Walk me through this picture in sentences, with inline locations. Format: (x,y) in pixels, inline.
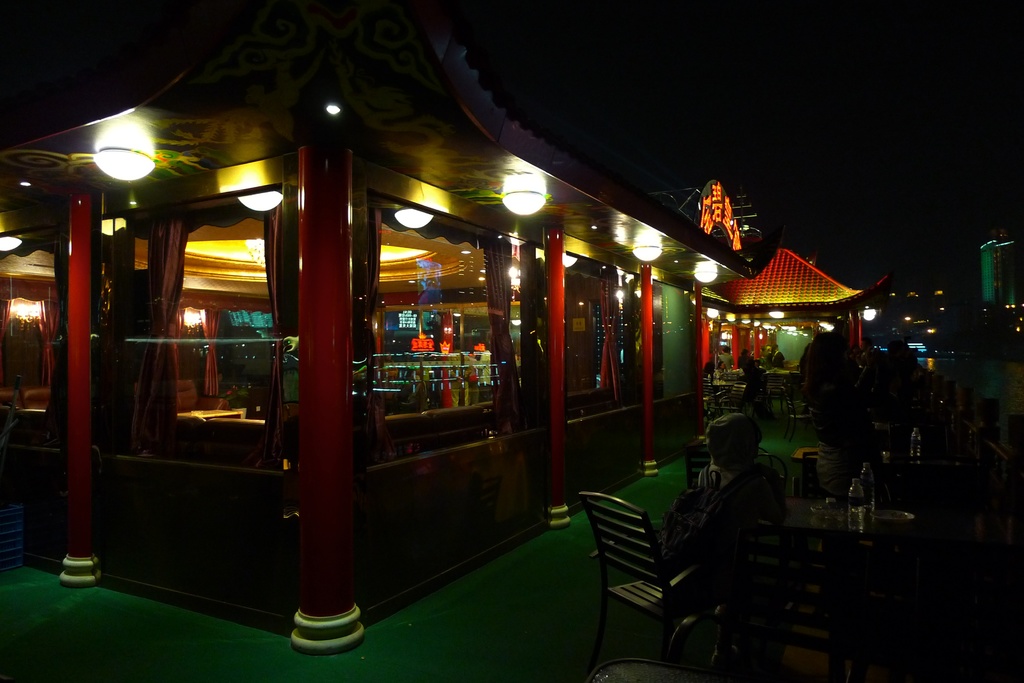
In this image, It looks like a restaurant (380,382) with lights (758,323) and glass windows (409,411). On the right side of the image (730,481), there are few people (731,496) sitting and few people (854,403) standing. I can see the tables (874,514) with water bottles (862,501) and the chairs (770,389). On the right corner of the image (985,300), I can see few other buildings (982,282) with lighting (983,269). There are curtains (168,374) hanging inside the restaurant (160,338).
